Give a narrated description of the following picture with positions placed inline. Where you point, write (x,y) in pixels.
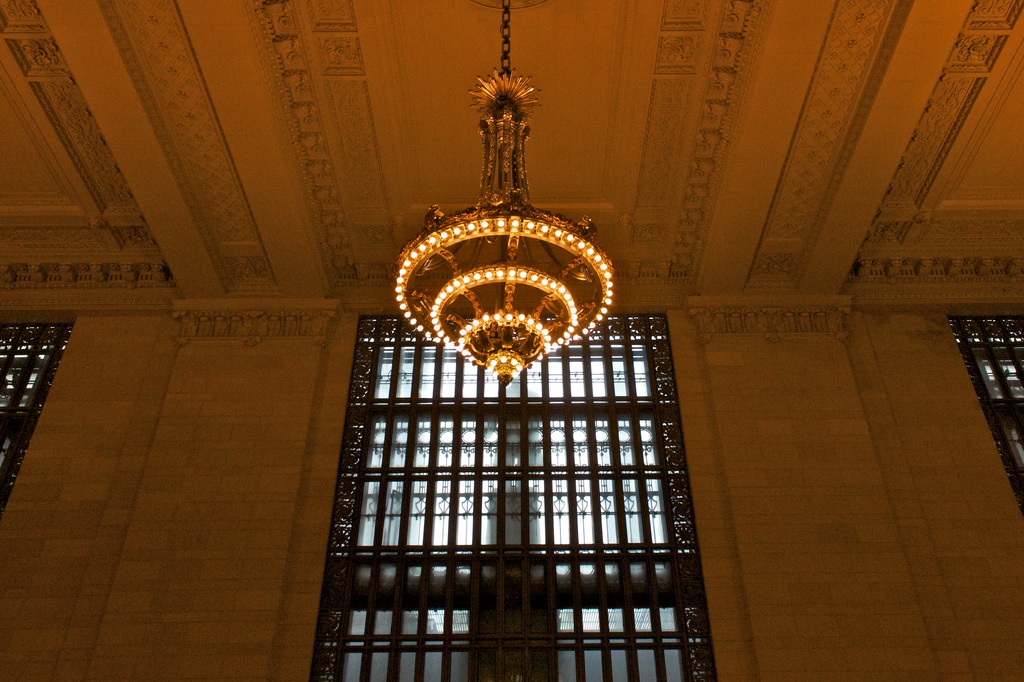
We can see chandelier (450,290) and we can see wall (124,481) and windows (469,522).
